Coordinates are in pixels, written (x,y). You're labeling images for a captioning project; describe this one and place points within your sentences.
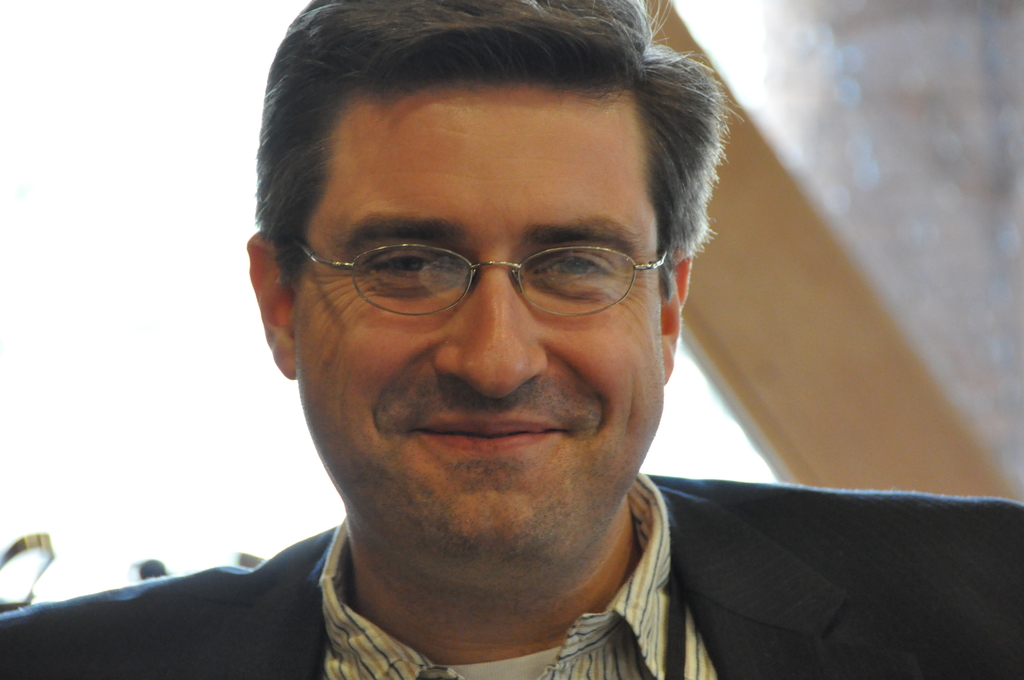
In the picture I can see a man (479,541) and there is a smile (426,418) on his face (571,223). He is wearing a shirt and a suit (727,587). I can see the spectacles (648,267) on his eyes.
